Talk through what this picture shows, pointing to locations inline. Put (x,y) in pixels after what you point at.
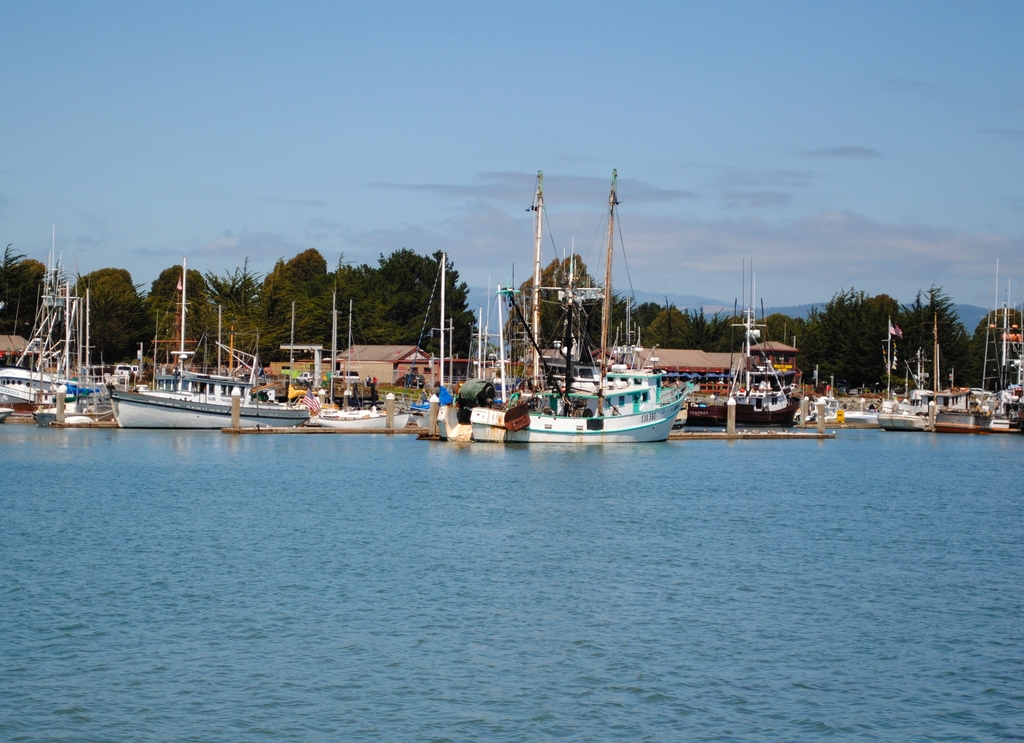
In this image I can see the water (446,587). I can see the ships (544,405). In the background (357,302), I can see the trees (823,319) and clouds (809,228) in the sky (317,160).
